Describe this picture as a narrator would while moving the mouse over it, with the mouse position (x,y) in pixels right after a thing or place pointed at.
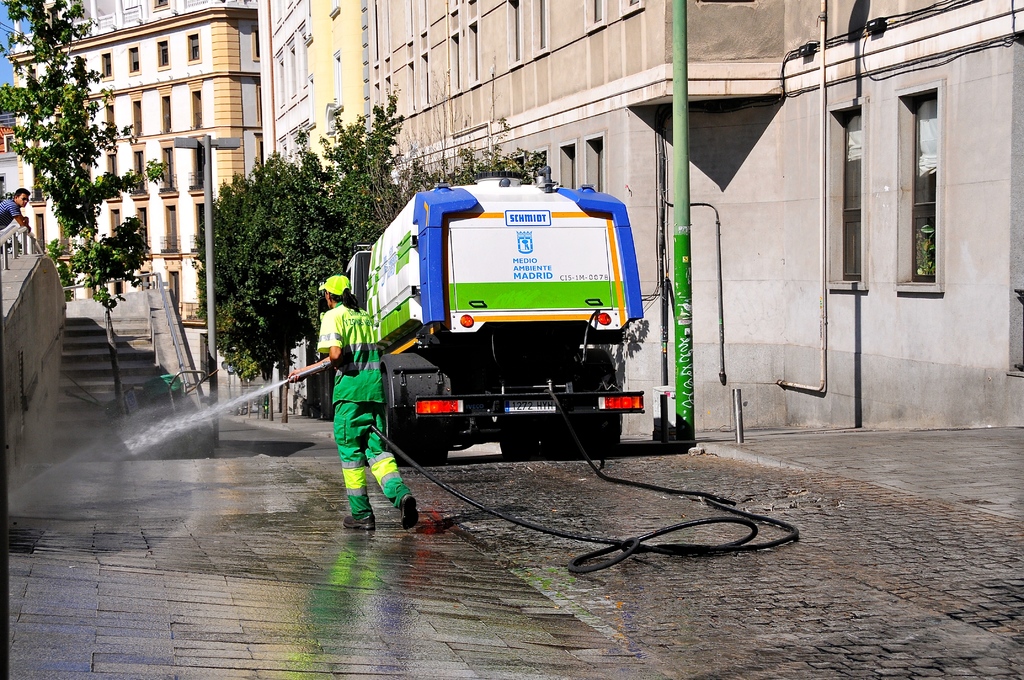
In this image I can see a person (304,370) standing and holding a pipe (513,514) and the person (367,402) is wearing green color dress (374,375), background (416,390) I can see a vehicle (425,316), trees (123,182) in green color and I can also see a person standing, few buildings (173,65) in cream, brown and light yellow color and the sky (4,78) is in blue color.
